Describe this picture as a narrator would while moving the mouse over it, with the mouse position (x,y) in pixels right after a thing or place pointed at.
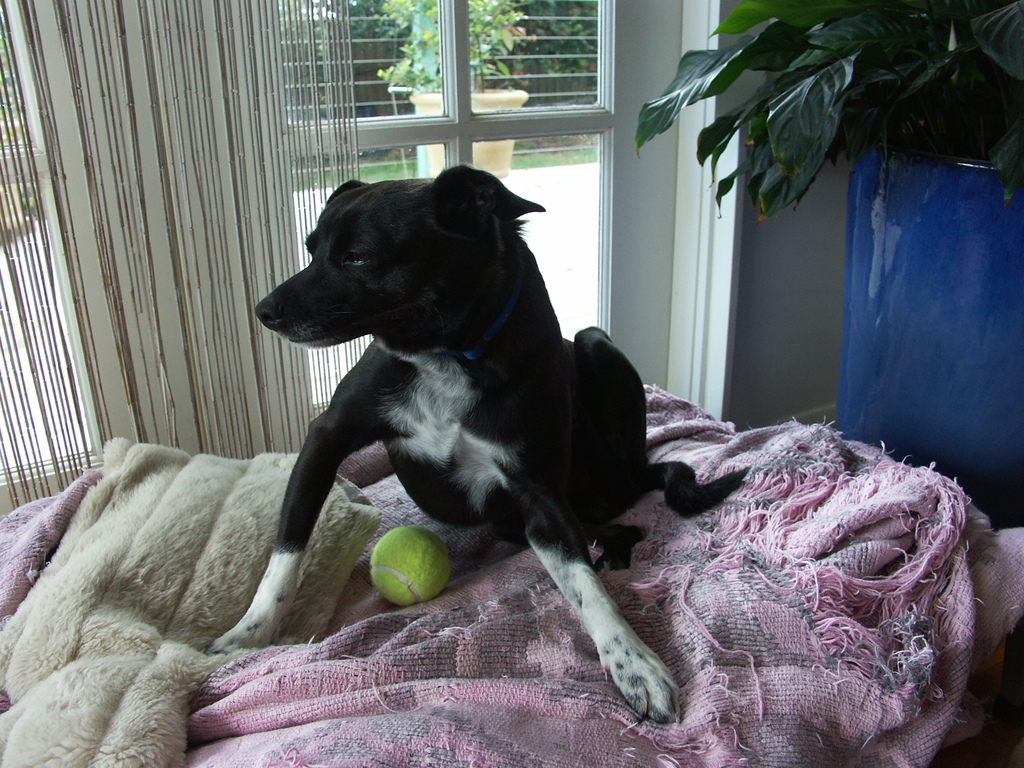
In this image we can see a dog (452,309) is sitting on a cloth (450,660) on the bed (419,678) and there is a ball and bed sheet (407,652) on the bed (398,648). In the background (340,125) there is a window (296,114) and a plant (840,72) in a pot (850,435). Through the window glass door (409,127) we can see plants (403,68) and a plant (416,53) is in the pot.
